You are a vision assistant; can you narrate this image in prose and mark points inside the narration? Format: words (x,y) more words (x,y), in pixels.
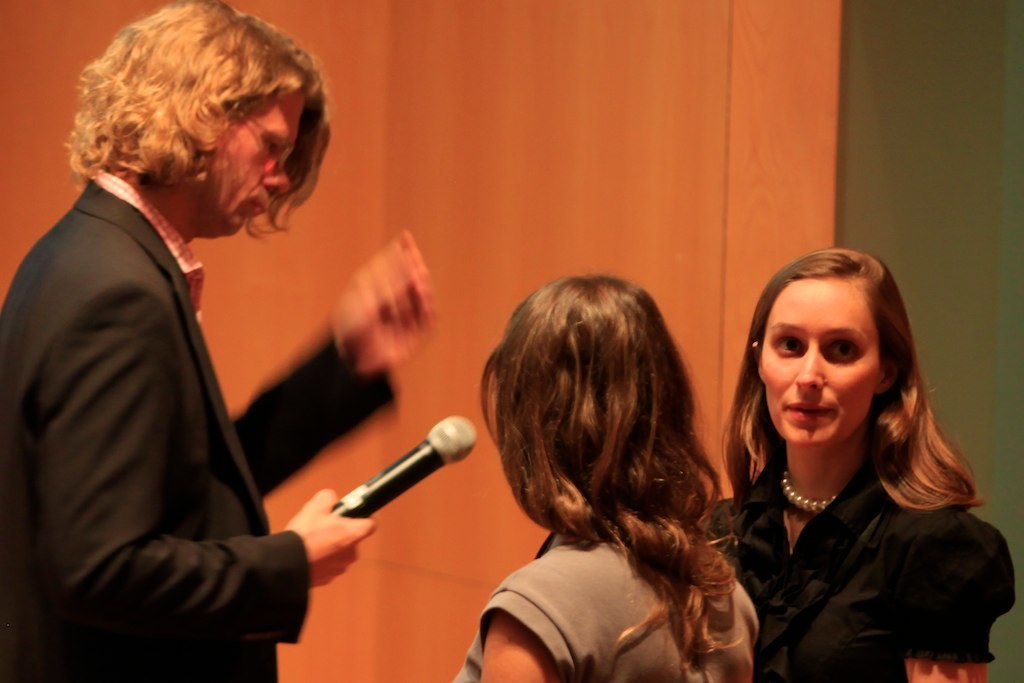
A person (106,416) wearing a black coat (189,468) is holding a mic (398,468). two; ladies (642,502) are standing near to him. In the background (723,148) there is a wall (723,148).
